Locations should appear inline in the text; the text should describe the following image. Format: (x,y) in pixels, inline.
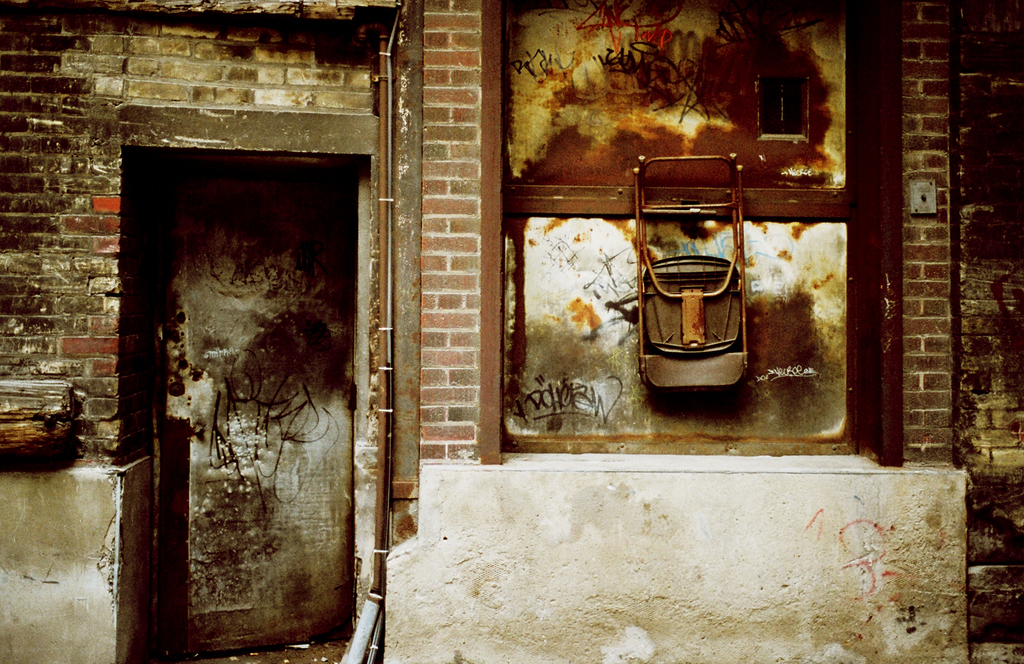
In this image I can see a building (84,326) which is made up of bricks (84,106), the wall (574,523) which is white and brown in color, the window (799,360) and a door (279,351). I can see a metal object (734,178) hanged to the window (691,410).
